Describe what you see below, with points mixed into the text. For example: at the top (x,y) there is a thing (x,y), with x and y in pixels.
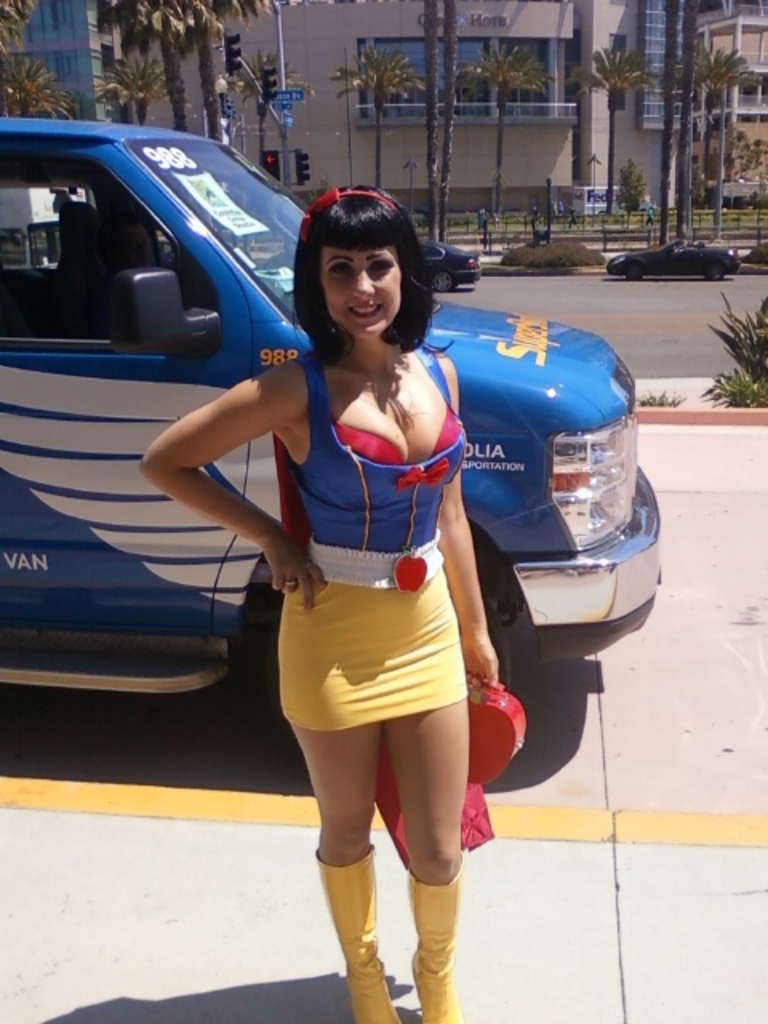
In this image in the front (385,602) there is a woman (362,609) standing and smiling and holding an object (494,774) which is red in colour in her hand (494,683). In the center (491,362) there is a car (124,367) which is blue and white in colour with some text (467,451) written on it. In the background (441,271) there are trees (687,101), there are cars (630,257) on the road (617,324) and there are buildings (68,46).
